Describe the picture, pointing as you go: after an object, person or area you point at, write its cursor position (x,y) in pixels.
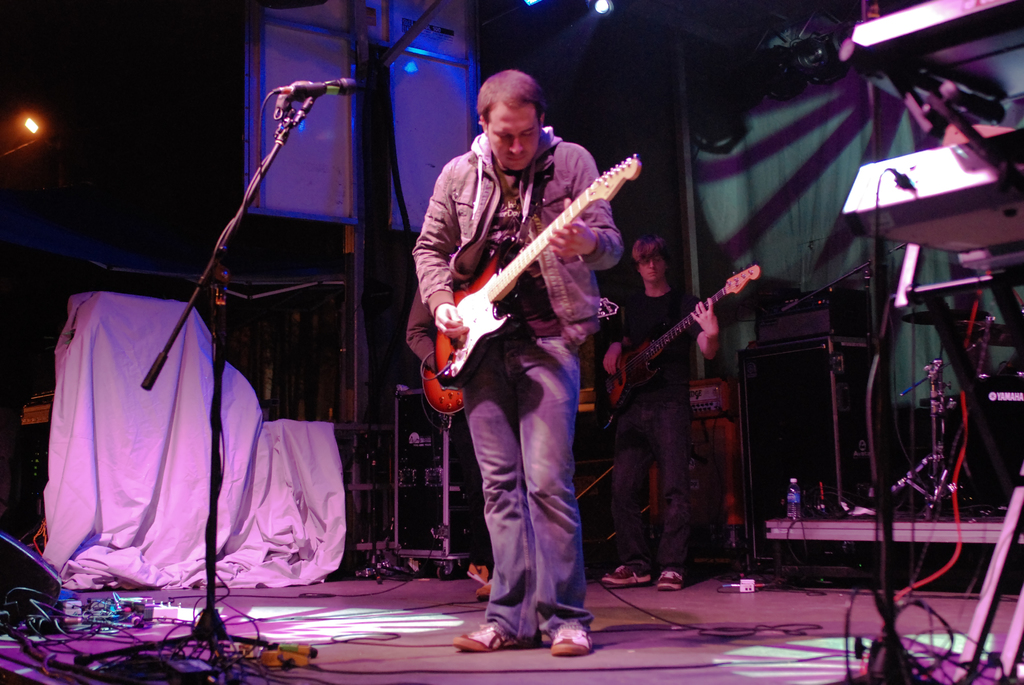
In this image I can see few people (515,73) and guitars (482,273) in their hands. Here I can see mic (312,91) in front of him. In the background (822,274) I can see light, speakers (732,436) and a cloth (309,528).
